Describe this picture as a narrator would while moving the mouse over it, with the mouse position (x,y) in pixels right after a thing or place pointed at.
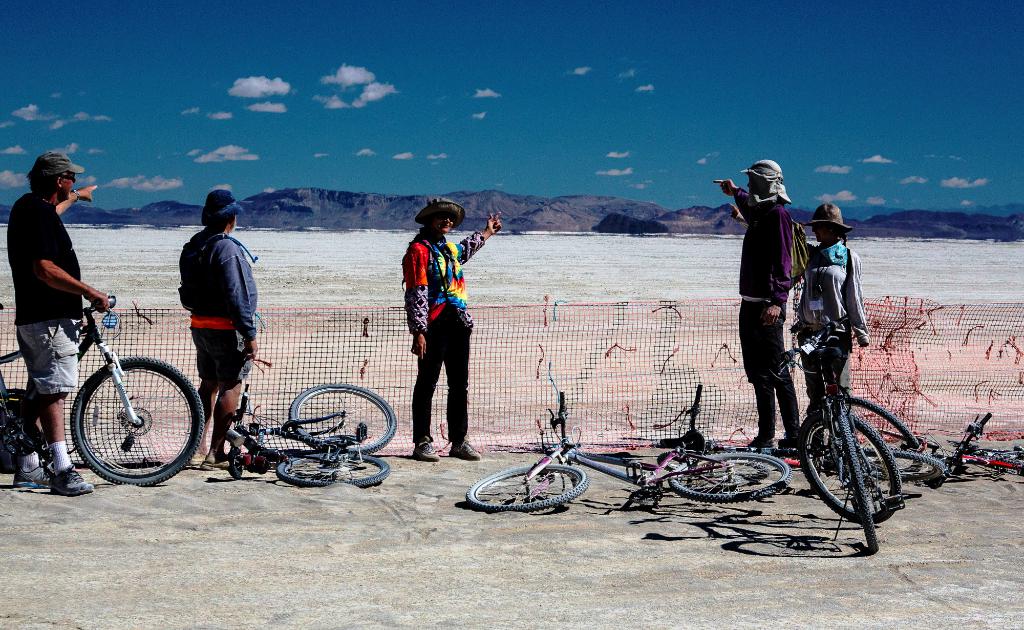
In this picture we can find five persons (767,382), all are standing and we can also find some bicycles (815,353), net (515,360), hills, sky (887,137), clouds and sand (233,588).
